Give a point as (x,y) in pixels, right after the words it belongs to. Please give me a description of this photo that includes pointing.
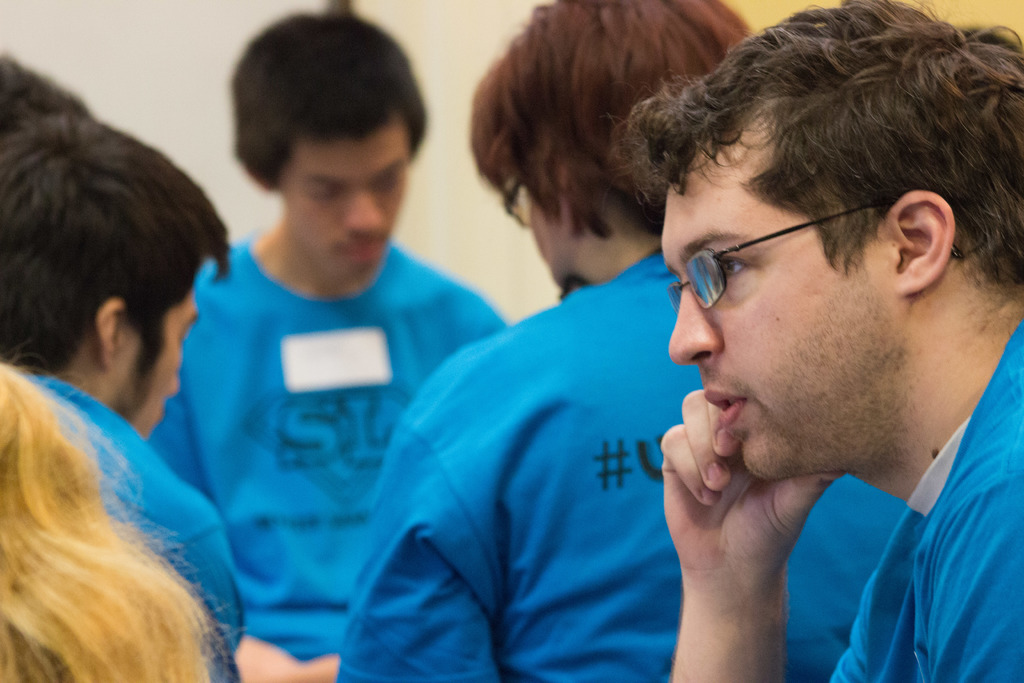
In the foreground of this picture (700,392), there are men (361,316) in blue T shirts (528,357) and a woman's blonde hair (41,607) on the left bottom corner (110,602). In the background (174,70), there is a wall (134,39).
